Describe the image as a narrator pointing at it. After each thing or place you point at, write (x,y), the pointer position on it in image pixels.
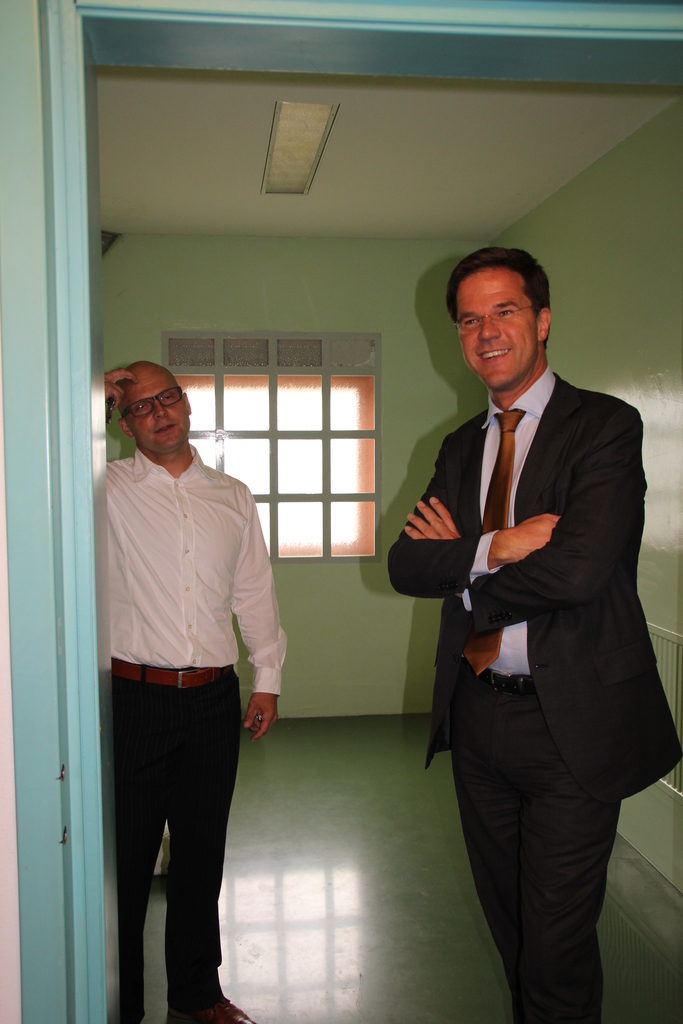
In this picture we can see two men (208,626) standing a man (492,643) on the right side (556,623) is smiling, in the background (458,396) there is a wall (413,427), we can see a window (310,449) here, there is a light (304,160) at the top of the picture (312,129).
